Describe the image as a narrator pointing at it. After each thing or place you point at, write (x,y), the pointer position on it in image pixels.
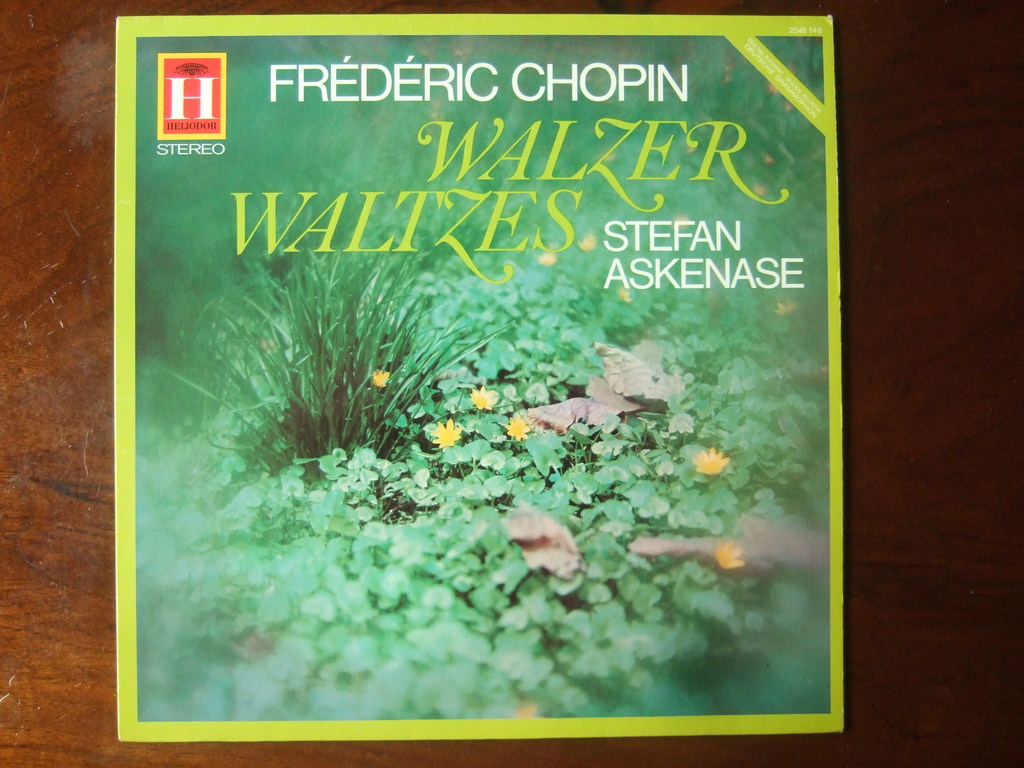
In the image we can see a poster (373,410), kept on the wooden surface (48,397). On the poster (556,189) we can see text (548,203), we can even see pictures (514,519) of leaves (585,518), dry leaves (618,395), flowers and grass (347,388).
